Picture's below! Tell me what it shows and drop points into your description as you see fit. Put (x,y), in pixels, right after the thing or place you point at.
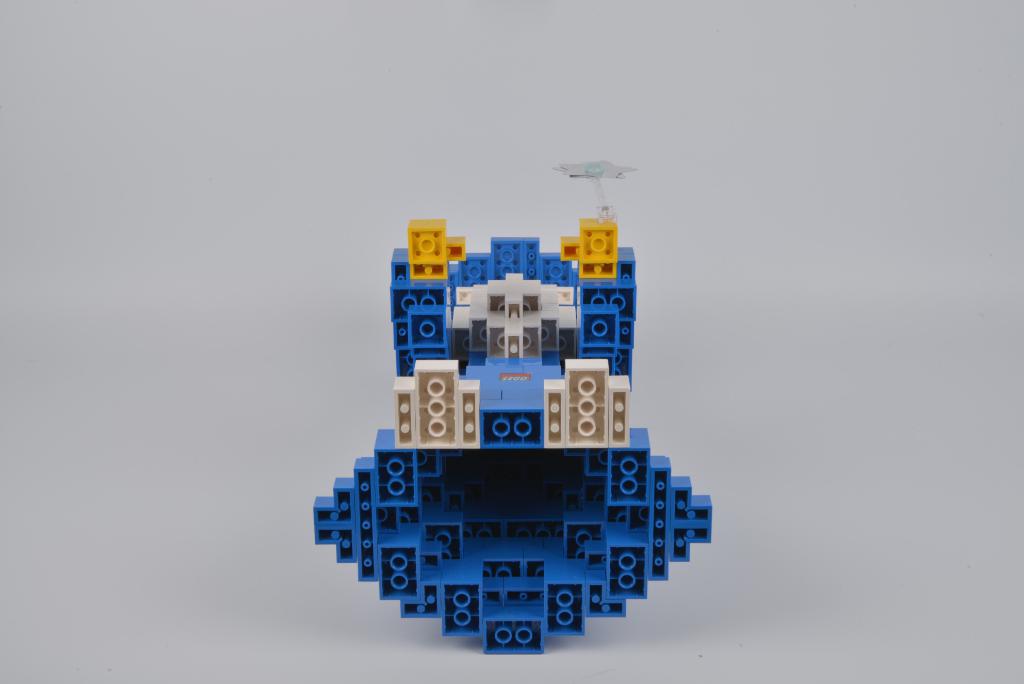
In the center of the image (550,339), we can see a toy (439,384) and the background (215,137) is in white color.
